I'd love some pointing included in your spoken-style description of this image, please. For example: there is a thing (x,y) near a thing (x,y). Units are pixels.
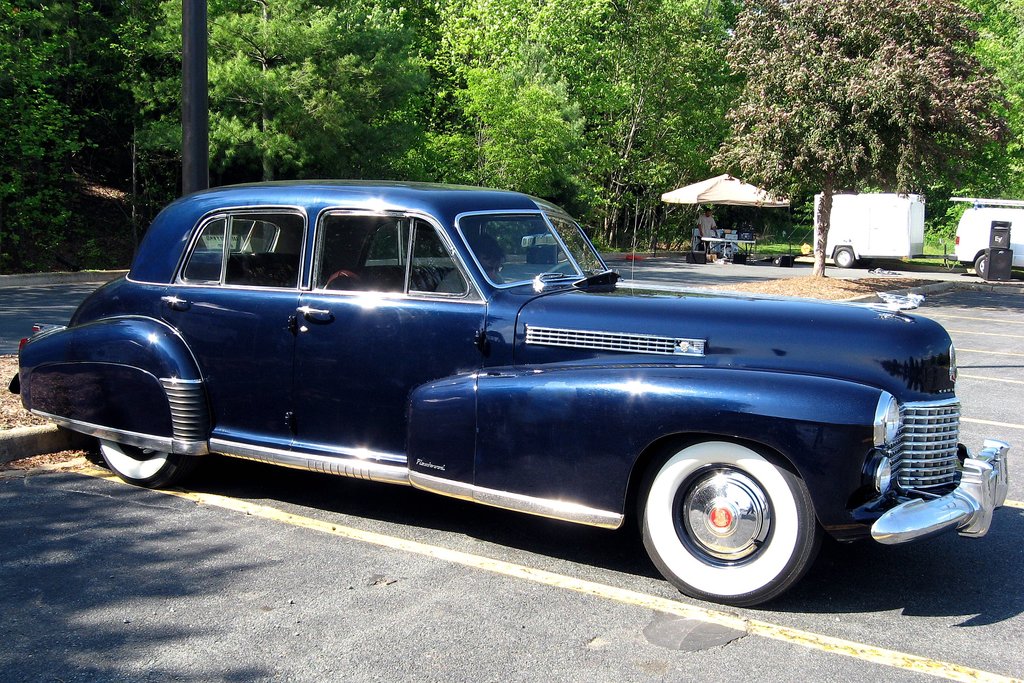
In the image we can see a vehicle (437,354), blue in color. This is a road (969,363), pole tent (726,185), pole (188,124) and trees (253,138). We can even see there is a person (709,220) wearing clothes (702,231).
